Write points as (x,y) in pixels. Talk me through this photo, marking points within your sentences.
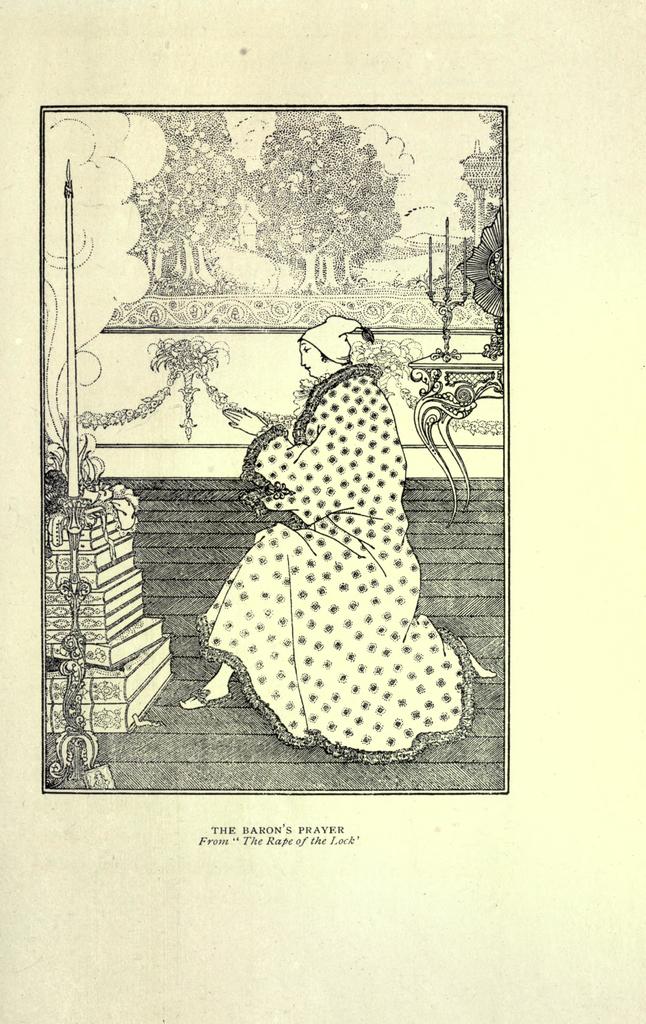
In this image we can see a paper (292,406) with a person (292,538), books (136,708), table (426,419), candles (442,317), frame (295,157), wall (215,430), floor (218,482) and also the text (240,836).
